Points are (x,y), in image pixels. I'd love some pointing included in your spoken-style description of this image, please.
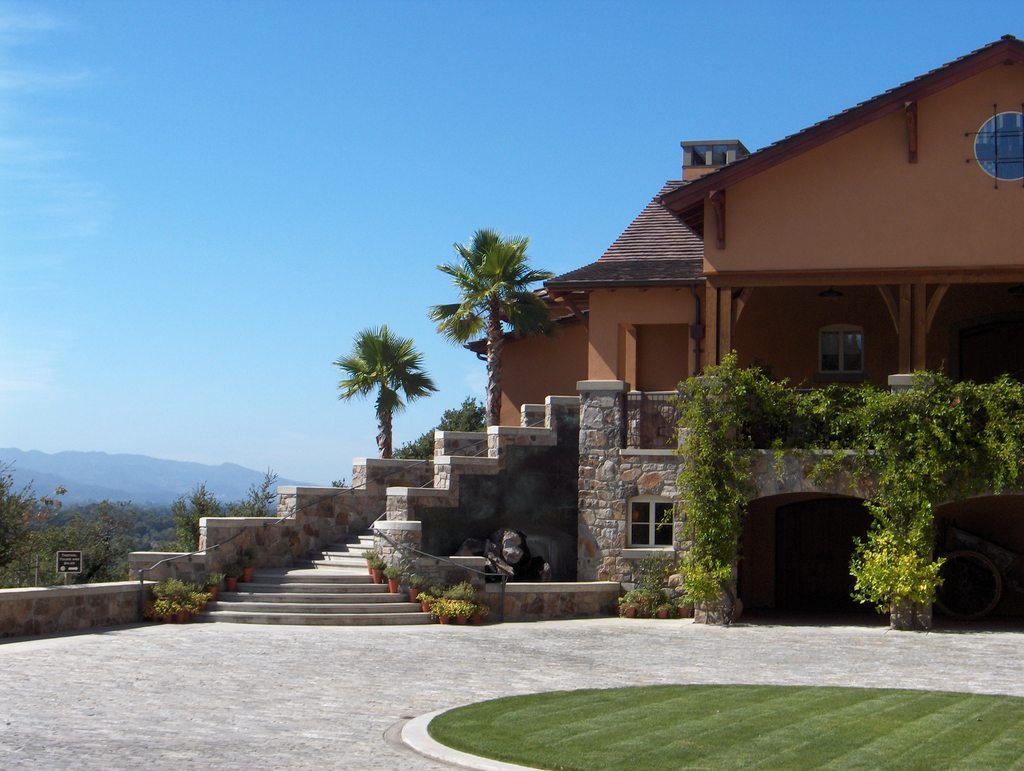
In this picture we can see grass (581,746) on the ground (625,739) and in the background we can see a building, houseplants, board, trees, mountains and the sky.
